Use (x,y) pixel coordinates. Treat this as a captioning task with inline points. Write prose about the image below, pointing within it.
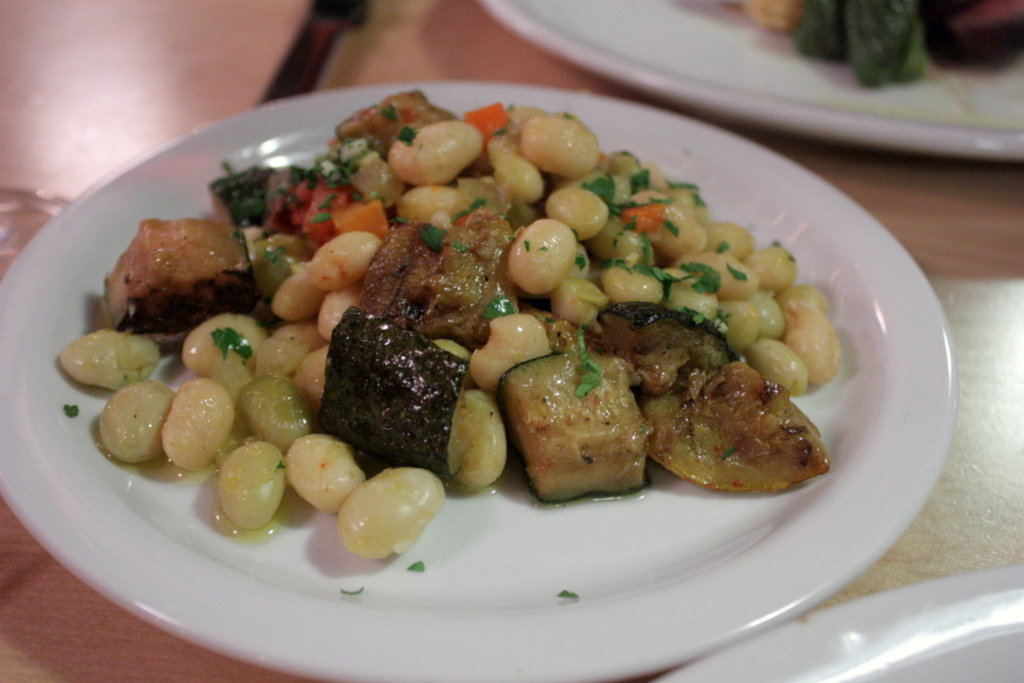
In this image in front (666,415) there are food items (547,293) in a plate (675,499) which was placed on the table (236,85).
